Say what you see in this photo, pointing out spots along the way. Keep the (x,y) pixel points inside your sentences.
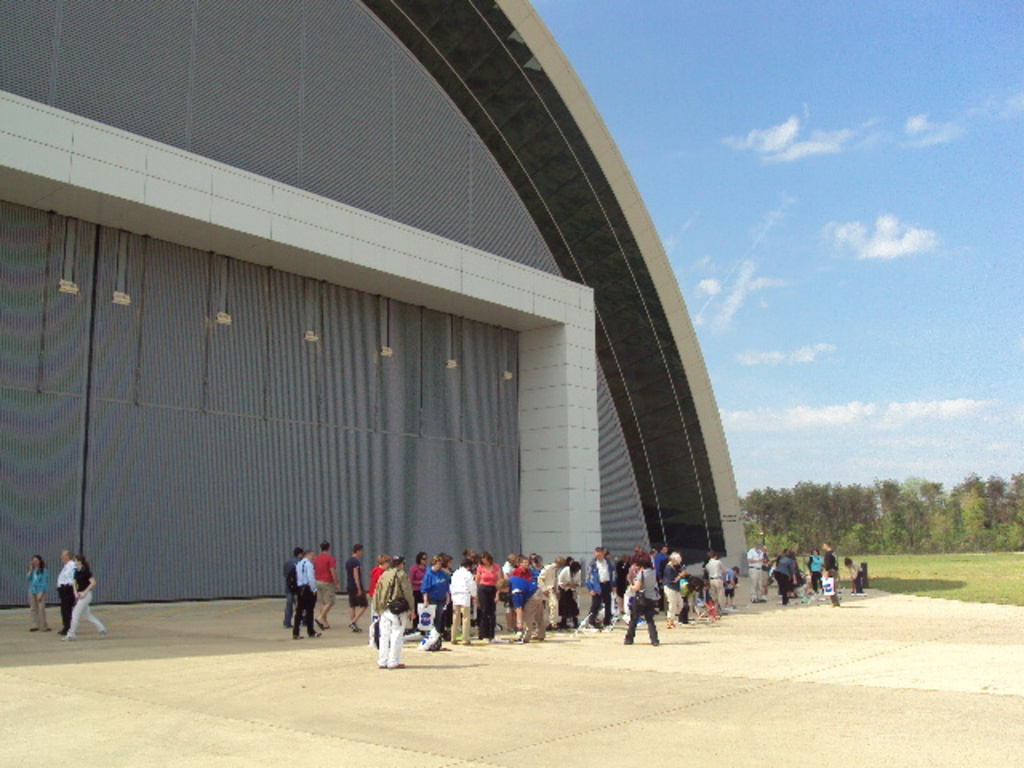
In this image, I can see a building (461,321). In front of a building (359,466), there are groups of people (778,590) standing and few people (85,601) walking on the pathway (615,700). On the right side of the image (938,516), there are trees (819,519) and grass (972,565). In the background (880,320), there is the sky (783,215).
